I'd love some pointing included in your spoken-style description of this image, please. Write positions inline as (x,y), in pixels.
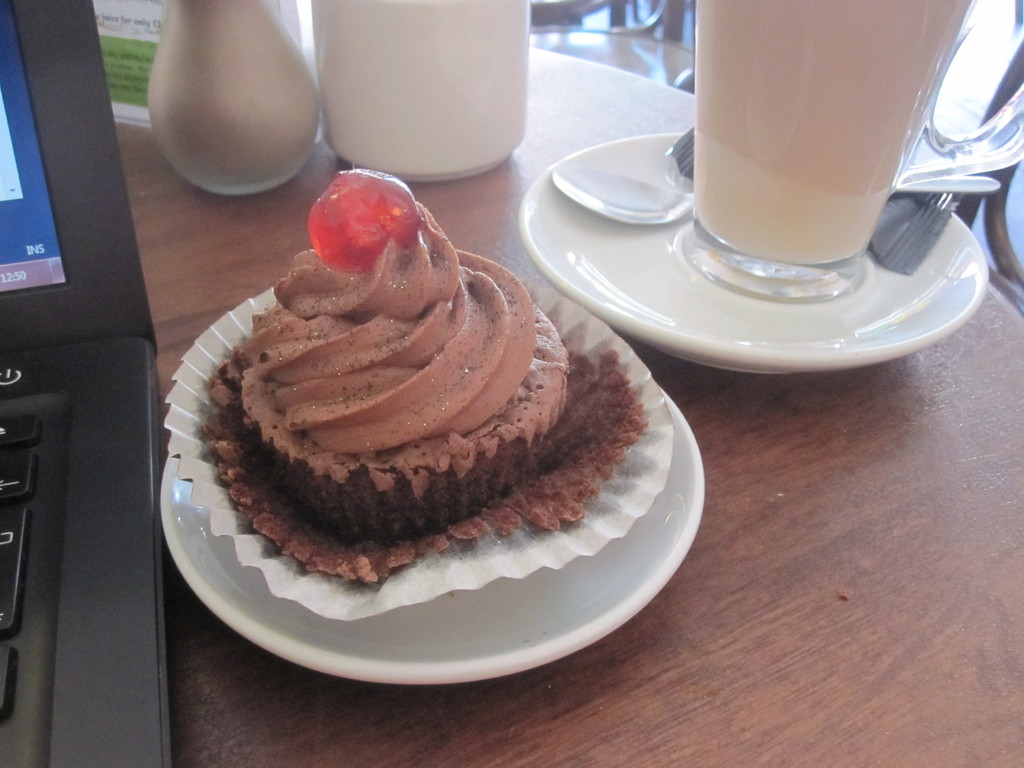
In this image I can see the plate (513,590) with food (476,415), laptop (52,285), glass (724,210) with drink (786,216), sachet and spoon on the plate (702,308), few more glasses (302,104) and board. These are on the brown color surface (744,612). To the side I can see the chairs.
